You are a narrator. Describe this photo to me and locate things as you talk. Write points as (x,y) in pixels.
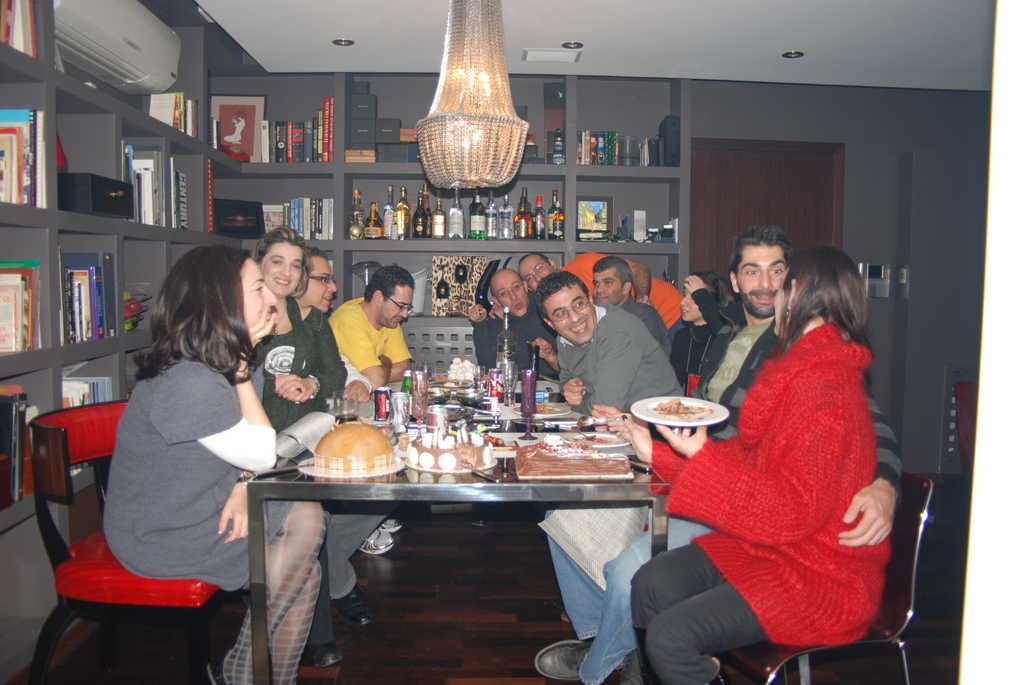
There are eleven people (220,449) around the table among ten (236,388) are sitting around the table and one (582,272) is standing beside the table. The one (586,272) who is standing beside the table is wearing orange t shirt (579,271). There are many food items (416,447) placed on the table (465,480). The women (796,471) wearing red sweater (821,470) is holding a plate (682,420) in her hand (686,432). There are few books (29,124) placed in the cupboard (51,192). On the left side (77,20) there is a air conditioner (111,11) located. There are few wine bottles (404,213) placed in the shelf (450,214). There is a chandelier (464,129) placed over the ceiling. There a door (773,200) situated in the right side of the image (791,215).
